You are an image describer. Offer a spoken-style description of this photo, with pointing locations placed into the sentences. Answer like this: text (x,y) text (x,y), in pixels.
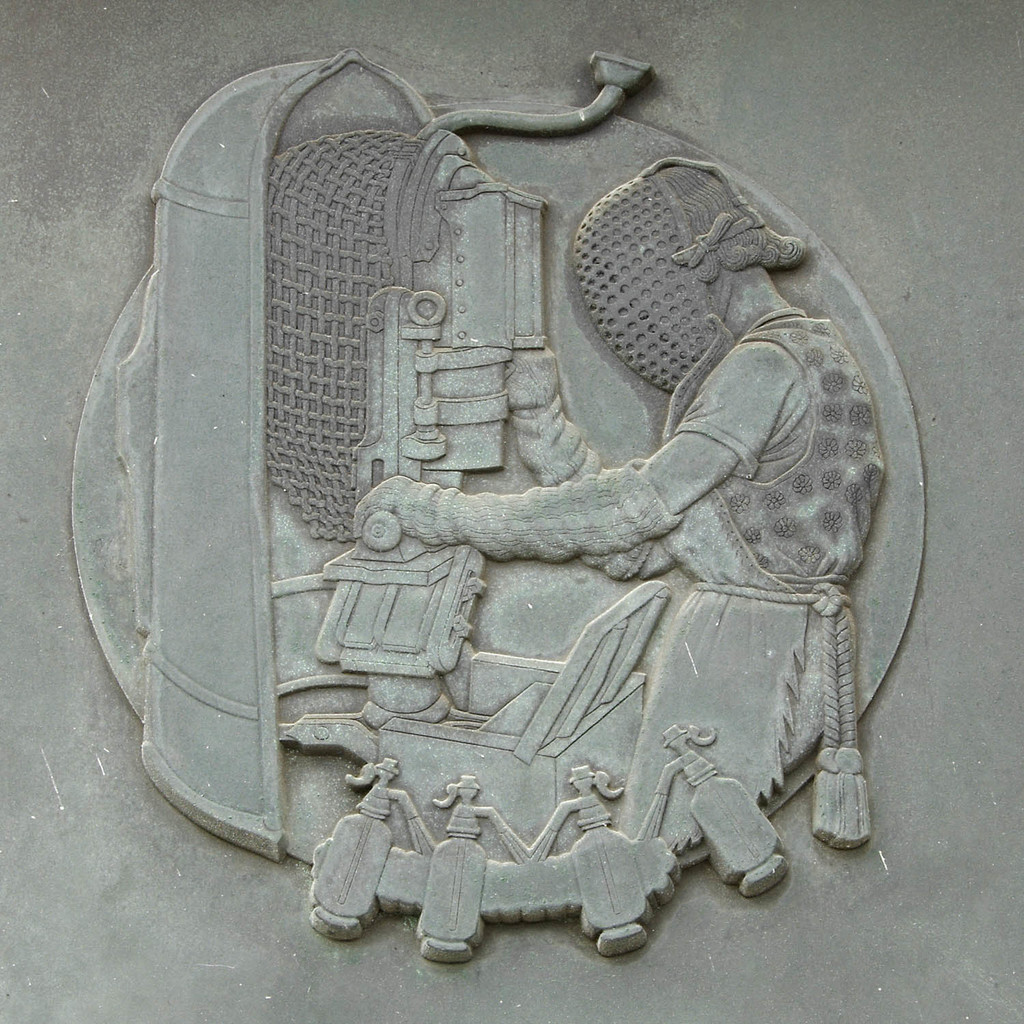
In this picture we can see stone carving (690,722).
